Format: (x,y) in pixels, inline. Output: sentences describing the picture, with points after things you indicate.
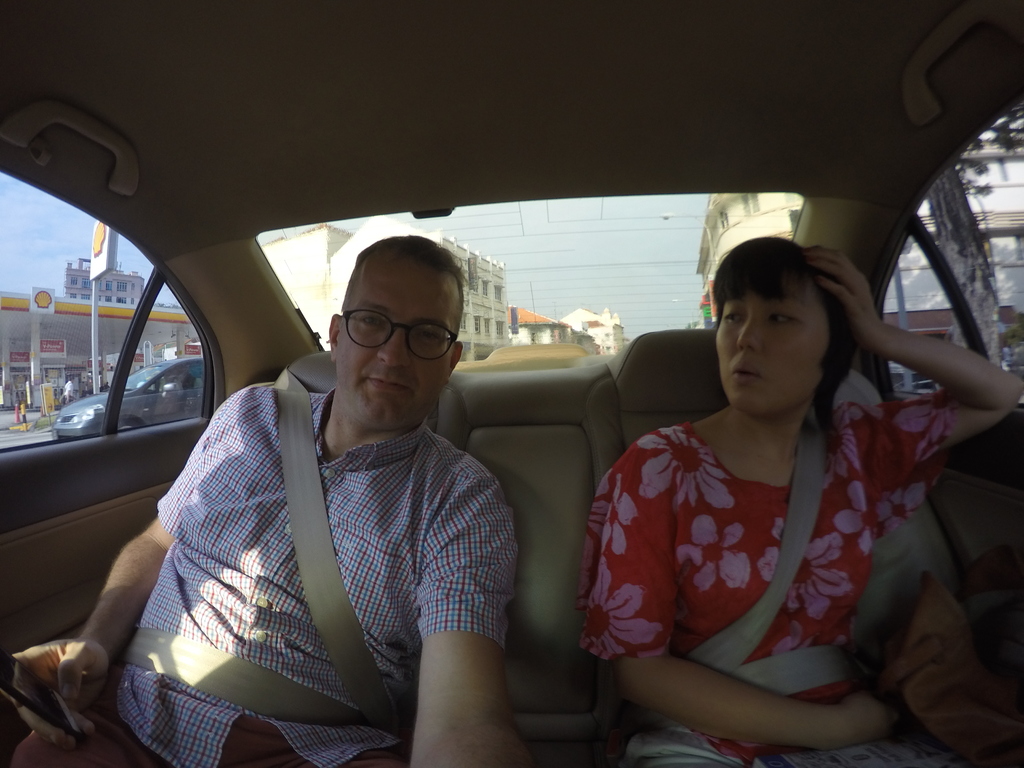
In this picture we can see a women (604,492) and a man (343,500) sitting inside a car (118,434) wearing seat belts (798,527). Through car glasses (553,297) we can see petrol bunk (95,285), huge buildings (131,291), sky (579,284) and a car (146,397).
